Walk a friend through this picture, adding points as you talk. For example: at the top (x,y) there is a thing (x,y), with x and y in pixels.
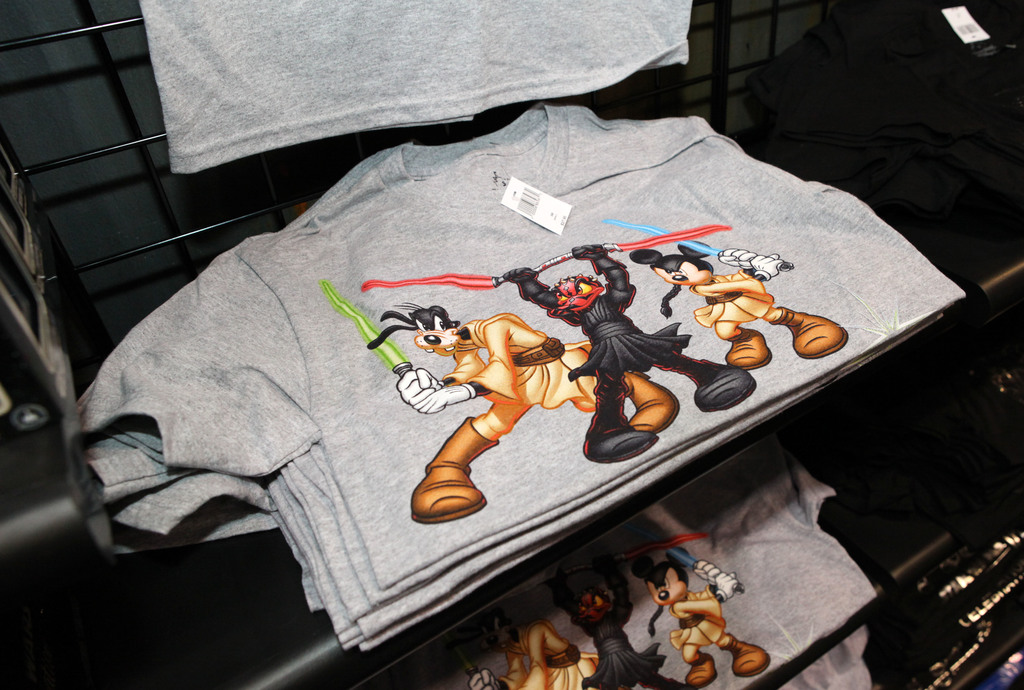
In this image I can see grey t shirts (709,488) in the racks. There are cartoon prints (705,319) on the t shirts (606,347).
